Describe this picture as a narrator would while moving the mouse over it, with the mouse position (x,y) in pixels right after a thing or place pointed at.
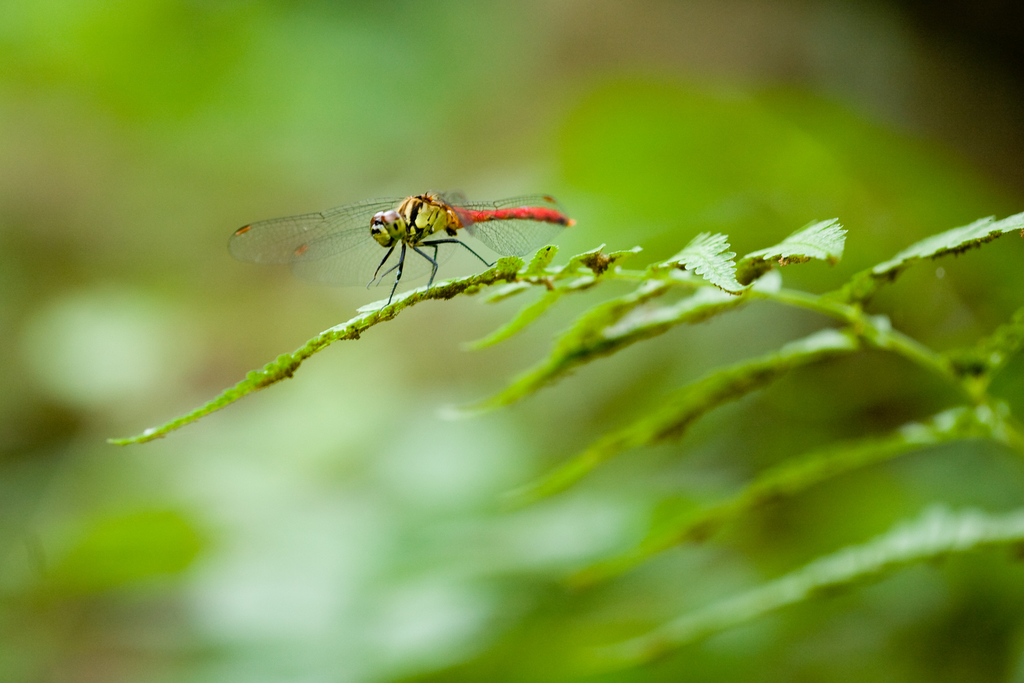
In this image there is a dragonfly (396,223) on leaves (942,422), in the background (687,384) it is blurred.
